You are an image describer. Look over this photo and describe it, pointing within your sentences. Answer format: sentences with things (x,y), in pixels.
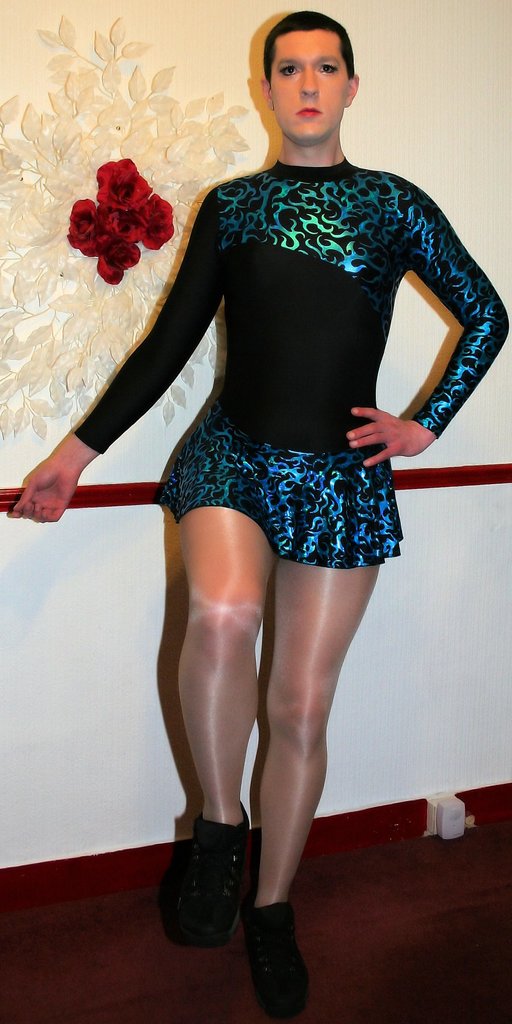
In this image I can see a person (283,542) wearing black, green and blue colored dress (307,420) and black colored footwear (235,869) is standing on the red colored floor (362,871). In the background (428,84) I can see the cream colored wall (442,185) and few flowers (122,176) which are red in color.
